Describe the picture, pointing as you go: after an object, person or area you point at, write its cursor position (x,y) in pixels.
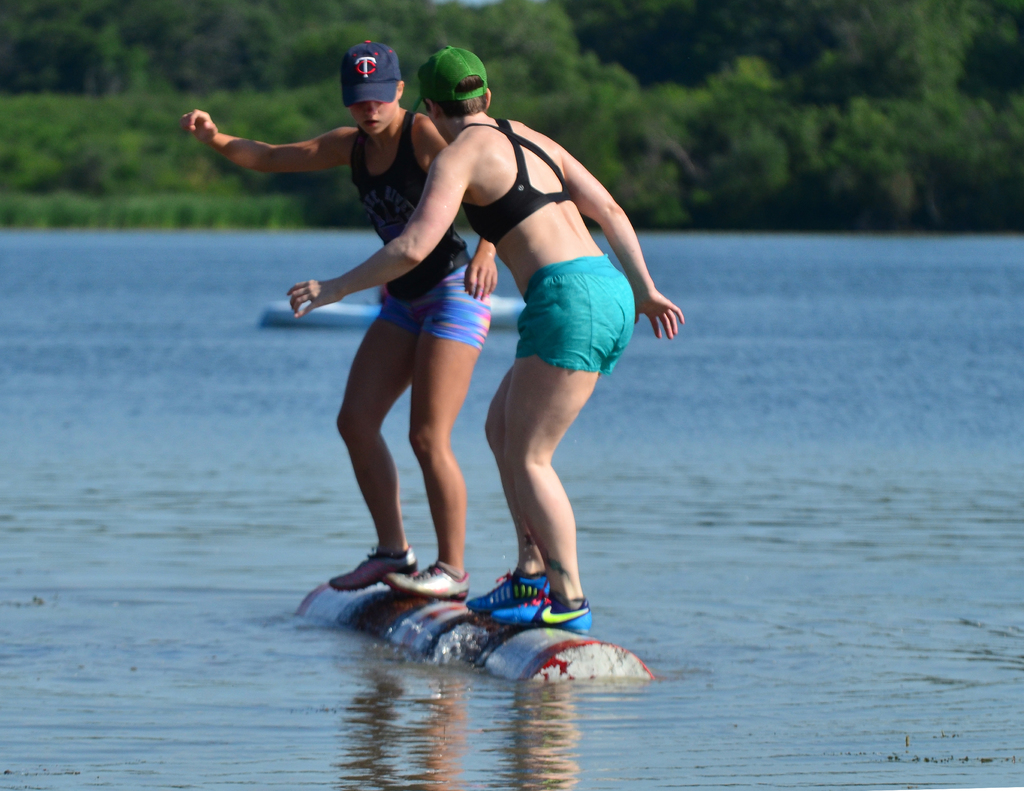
In the middle (452,493) 2 persons (454,508) are standing in the water (680,672), this person (502,133) wore a green color cap (458,94) and this person (371,97) wore a blue color cap (371,100). In the back side of an image (130,55) there are trees (498,83).
